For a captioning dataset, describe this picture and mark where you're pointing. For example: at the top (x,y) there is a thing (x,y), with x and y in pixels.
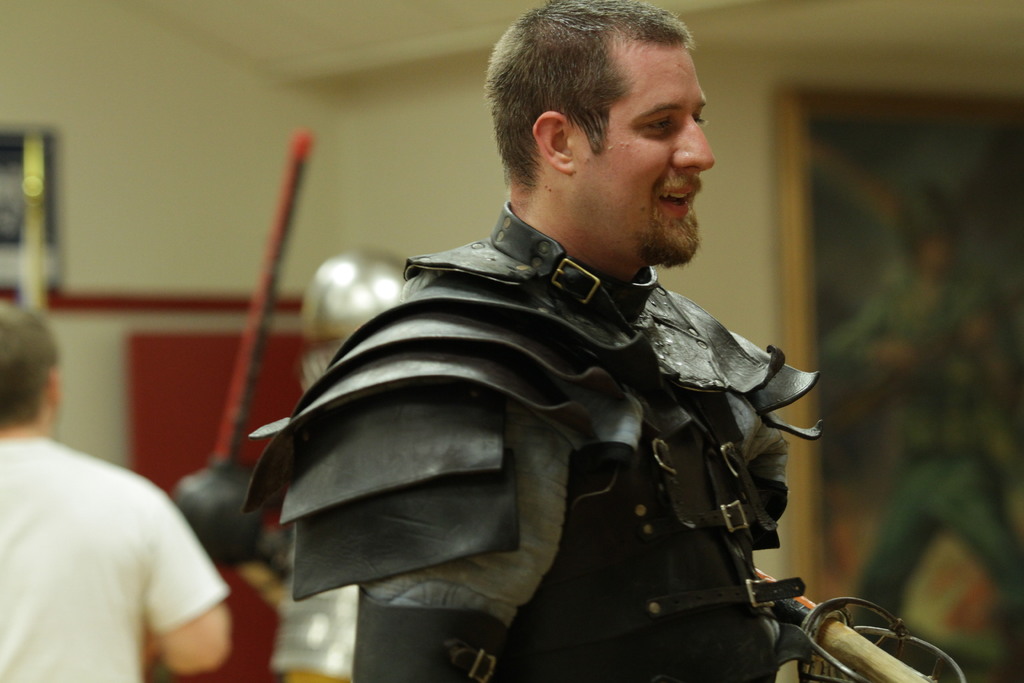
In this image I can see two persons (658,377) in costumes (589,448) and one person (154,491). In the background (954,321) I can see a wall (276,167) and wall paintings (998,219). This image is taken may be in a hall (321,16).
